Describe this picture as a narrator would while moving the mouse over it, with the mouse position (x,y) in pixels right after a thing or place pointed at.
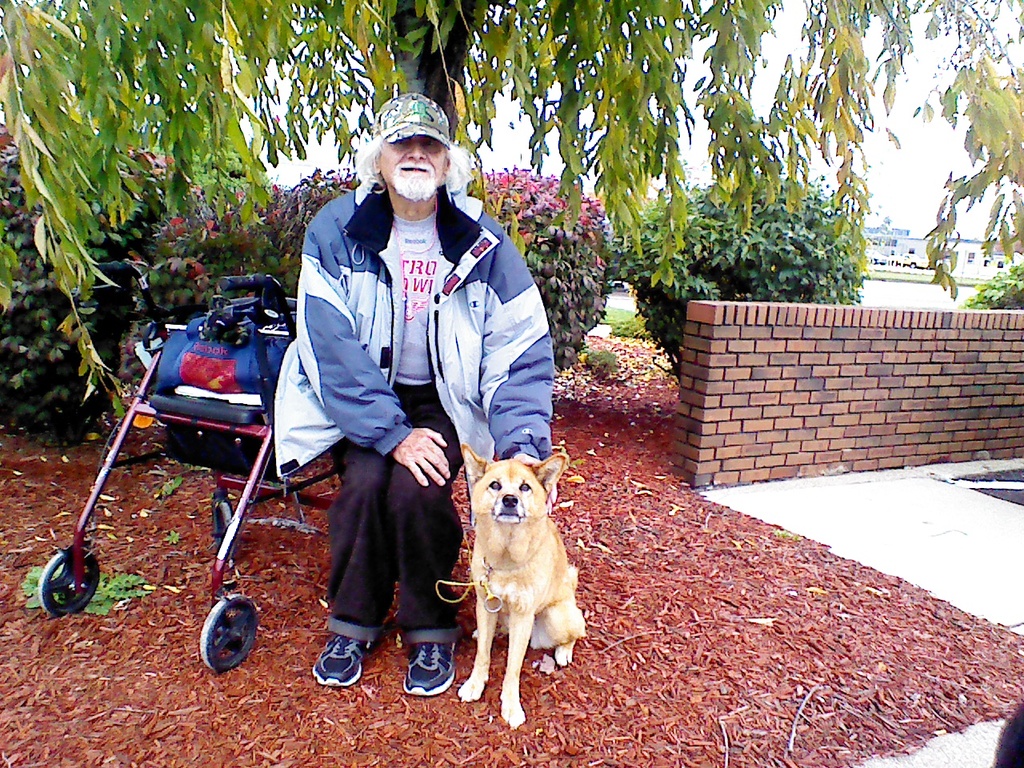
In this image we can see a man (408,423) wearing a cap (392,127) and a jacket (452,397) sitting on the chair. Beside the man (450,512) we can see a dog (521,541) sitting on the ground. Behind the man (354,216) we can see a tree (395,36) and few plants (588,241). We have a wall (822,386) made of bricks (895,367).
